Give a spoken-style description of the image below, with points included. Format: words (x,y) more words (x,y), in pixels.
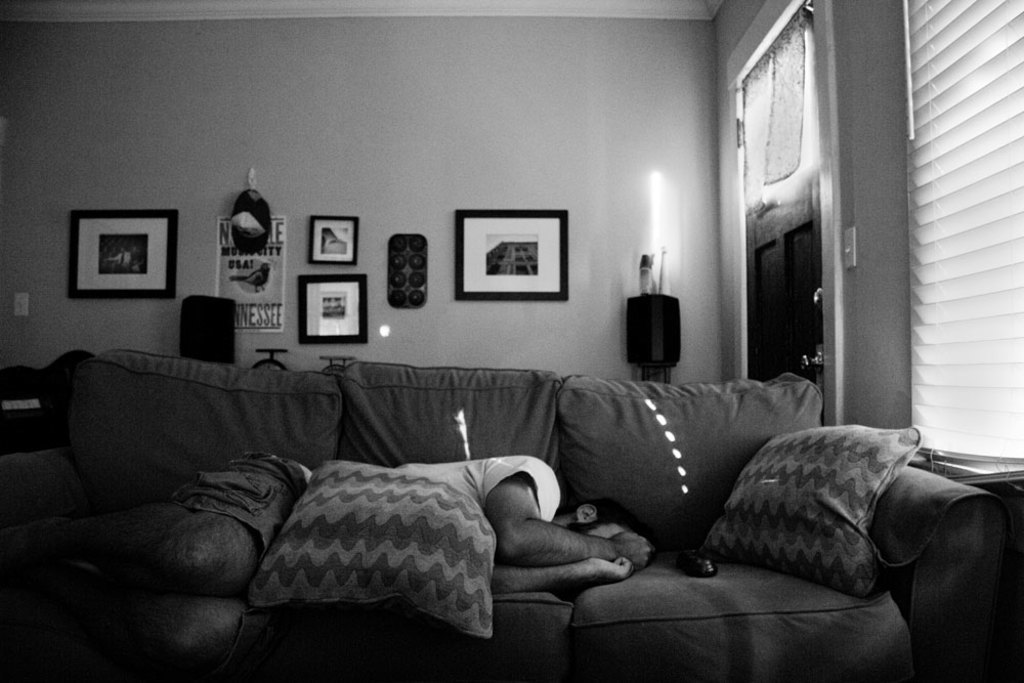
This picture is clicked inside the room (648,640). Here, we see a man (500,481) in white T-shirt (484,476) is lying on sofa (454,642). This sofa (423,427) contains two pillows (482,542) and on sofa (785,591), we can see a remote (695,566). Behind the sofa (671,427), we see a wall (482,320) on which four photo frames (335,276) and paper (248,273) are placed on it. To the right of this picture (798,169), we see door (794,246) and window (915,151).
